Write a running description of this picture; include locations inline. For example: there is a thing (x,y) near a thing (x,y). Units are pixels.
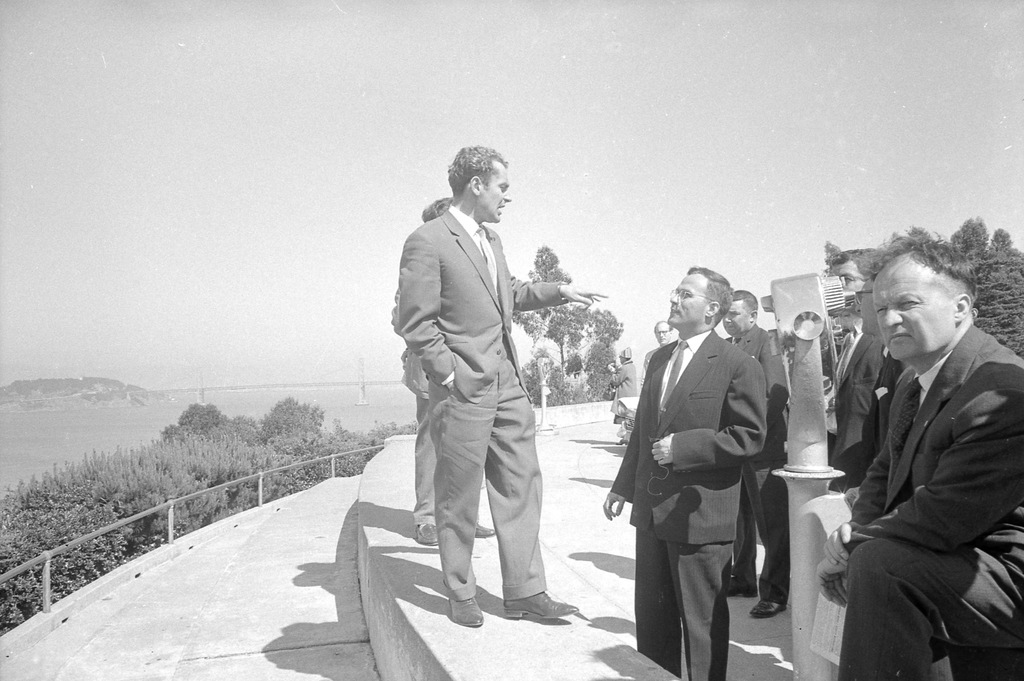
In this picture we can see some people (883,458) standing here, on the right side (1010,295) we can see trees (1007,282), there is the sky (436,73) at the top of the picture (440,57), the people (905,453) in the front (467,354) wore suits (492,444).
